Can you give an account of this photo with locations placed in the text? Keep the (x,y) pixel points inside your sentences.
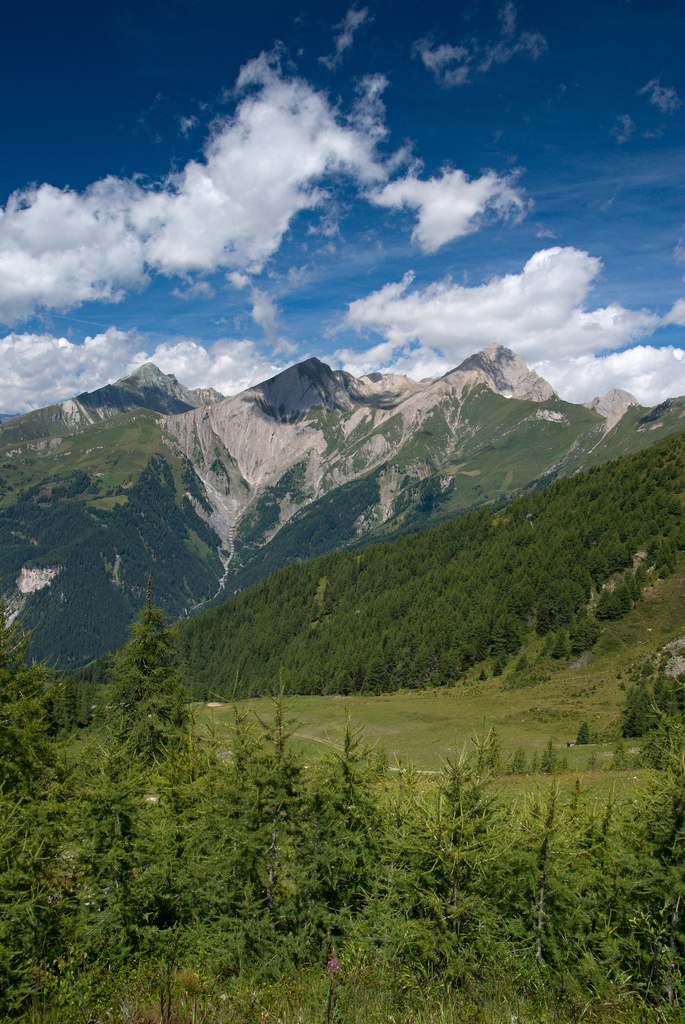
In this image we can see many plants (428,960) trees (321,781) at the bottom (542,902) and in the middle (261,620) we can see many mountains (597,424) and in the background (264,357) we can see the sky (288,58) and the cloud (240,221).
